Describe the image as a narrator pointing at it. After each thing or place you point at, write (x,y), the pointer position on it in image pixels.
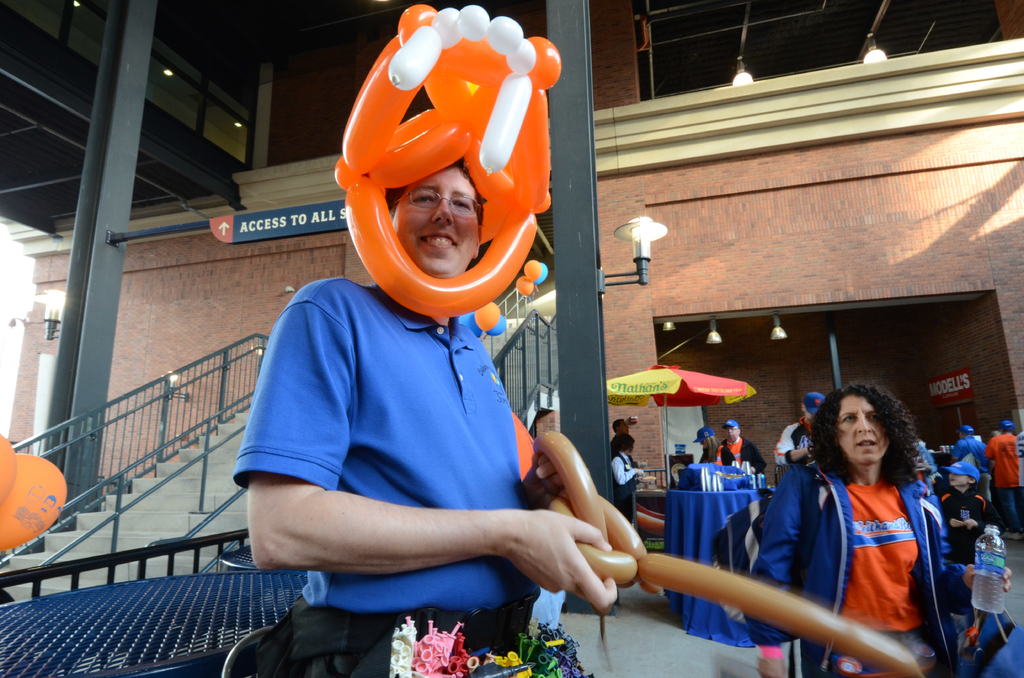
In the foreground of the image (490,454) we can see a person (497,439) holding a balloon (617,534) in his hand (548,491) wearing spectacles (428,195) and a balloon (366,209) on his head (456,188). To the right side of the image (858,455) we can see a woman (919,483) wearing blue coat (948,583) and a bottle (996,569) in her hand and carrying a bag (1001,658) with her hand (1006,588). In the background (629,497) we can see group of people (995,457) standing, some tables (679,496), umbrella (671,374) and some lights (635,227).
